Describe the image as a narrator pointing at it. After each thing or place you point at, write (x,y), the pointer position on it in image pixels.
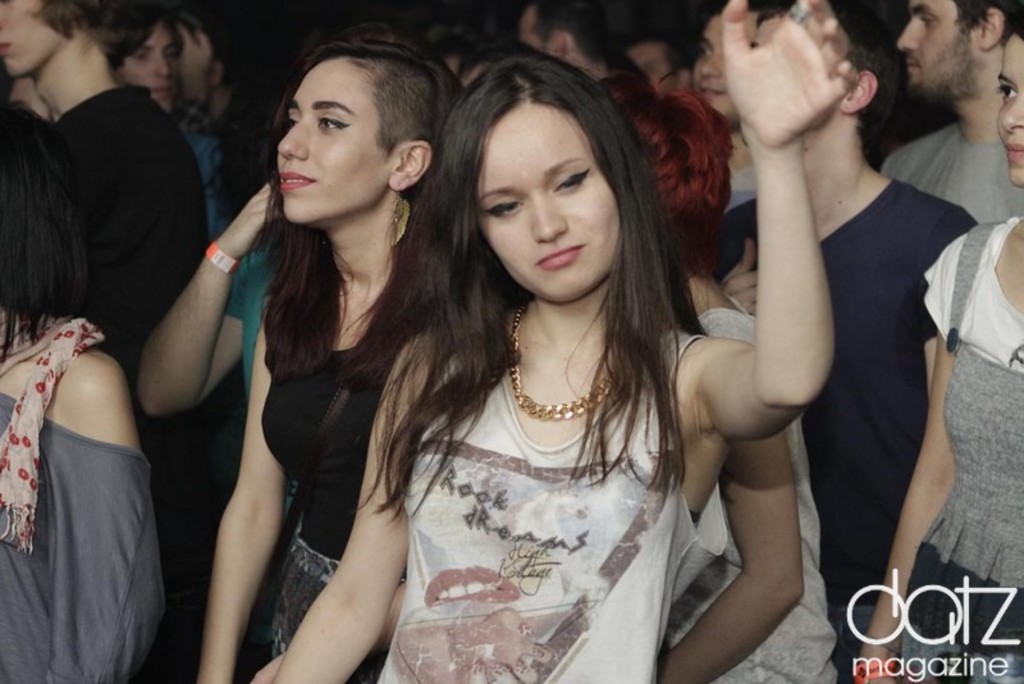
In this image there are people (419,341). At the bottom right side of the image (948,657) there is a watermark (981,642).
